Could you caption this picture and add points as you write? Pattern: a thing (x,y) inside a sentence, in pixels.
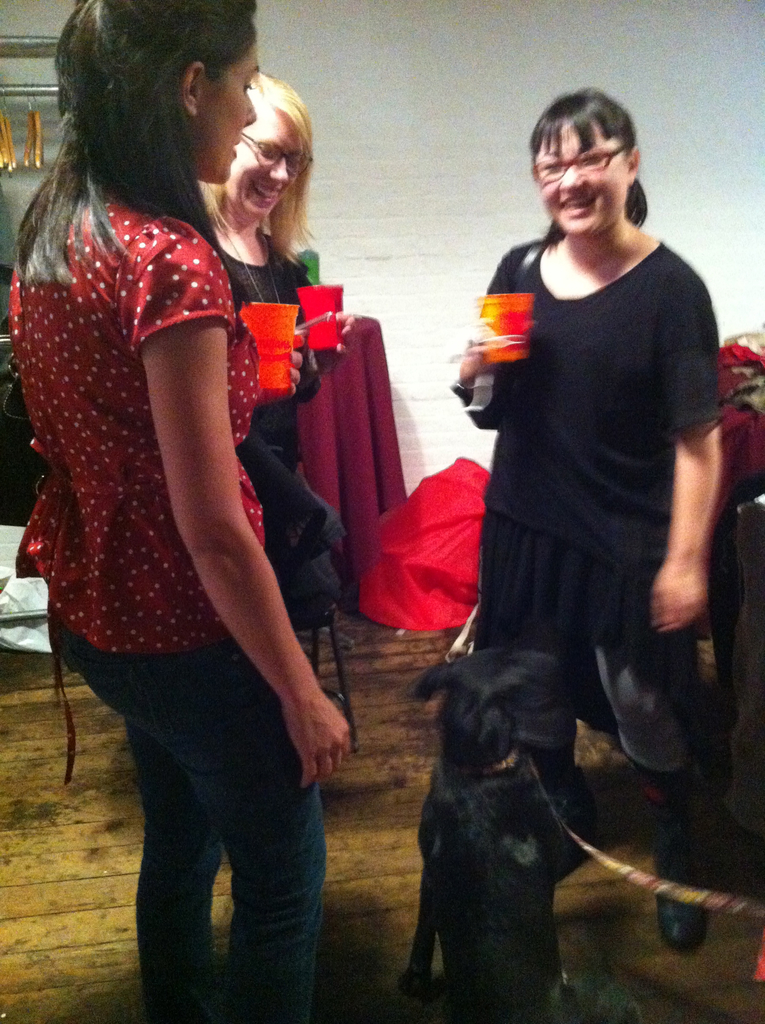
In this image there are group of persons (625,473) standing, holding glasses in their hands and smiling. In the background (461,483) there are objects (355,439) which are red and black in colour.
